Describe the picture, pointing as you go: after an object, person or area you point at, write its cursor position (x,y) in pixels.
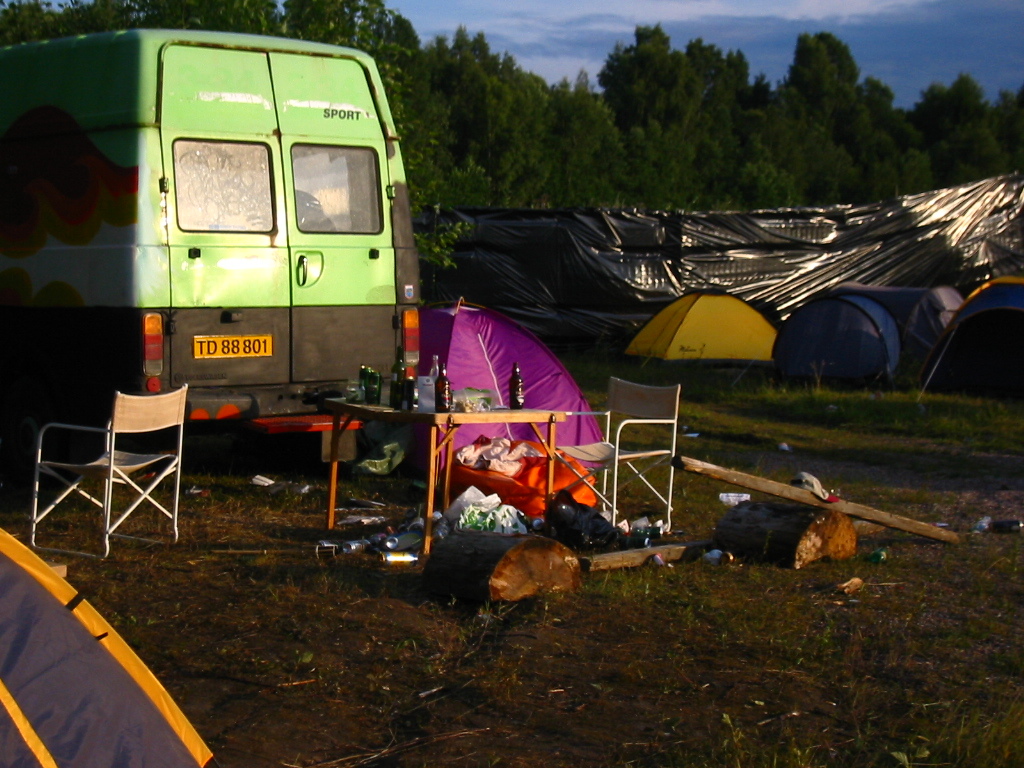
In the picture there is ground (877,690), there is a vehicle (310,219), there are tents (731,301) present, there is a table (550,418) and chairs (571,455) present, on the table (531,413) there are bottles (440,387) present, there are trees (508,144) present, there is a black color wall (565,222) present, there is a clear sky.
